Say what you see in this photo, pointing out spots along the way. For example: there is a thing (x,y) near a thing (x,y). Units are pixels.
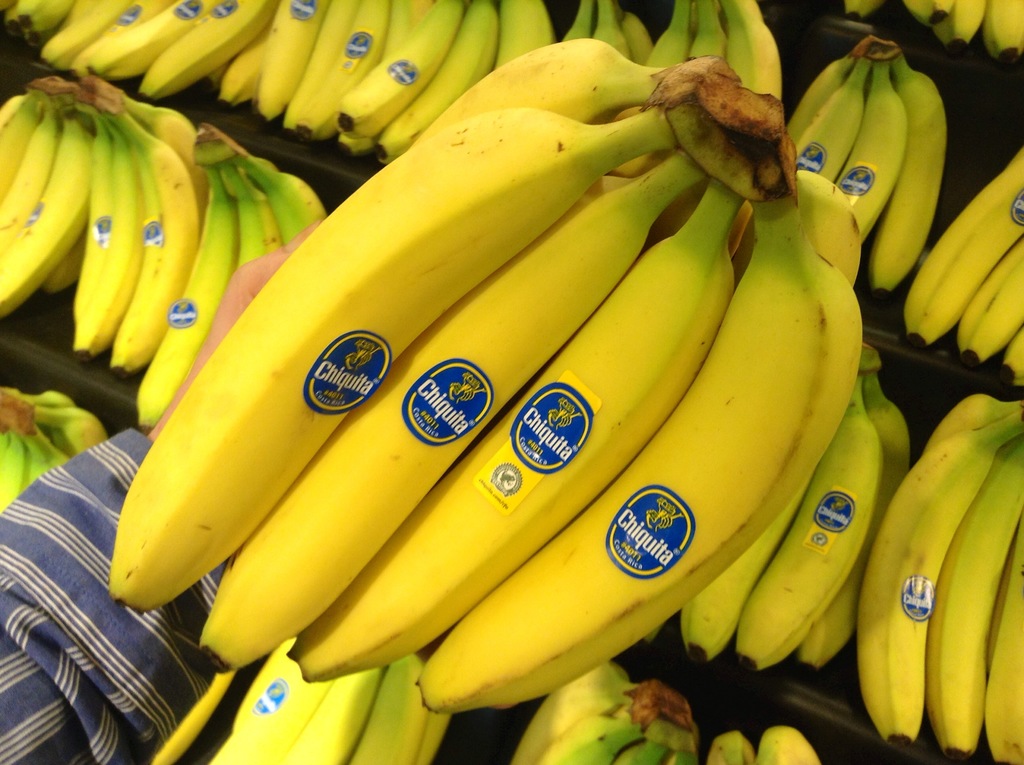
In this image I can see few bananas (819,460) and the bananas (762,213) are in yellow color and I can see the person's hand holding few bananas (408,384).
